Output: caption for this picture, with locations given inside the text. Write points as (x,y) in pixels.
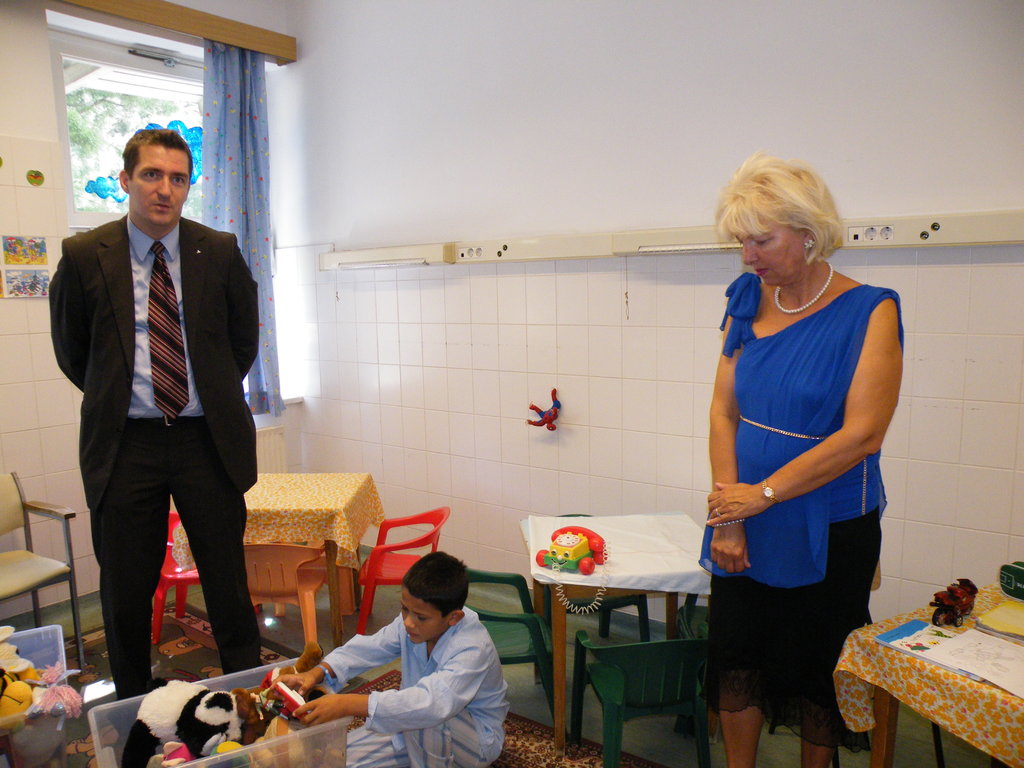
A man (90,307) is standing. A woman (723,461) wearing a blue dress (784,509) is also standing. A boy (444,668) is sitting on the floor (518,715) and playing with toys (253,712). On the floor (513,737) there is a box (266,747). Inside box (257,757) there are toys (194,711). There are chairs (264,565), tables (623,574). There is a toy telephone (572,553) on the table (612,524). There are books (971,640), toy bike (947,603) is on the table (893,660). In the background (609,239) there is a wall (520,179), curtain (240,118) and a window (164,113).
